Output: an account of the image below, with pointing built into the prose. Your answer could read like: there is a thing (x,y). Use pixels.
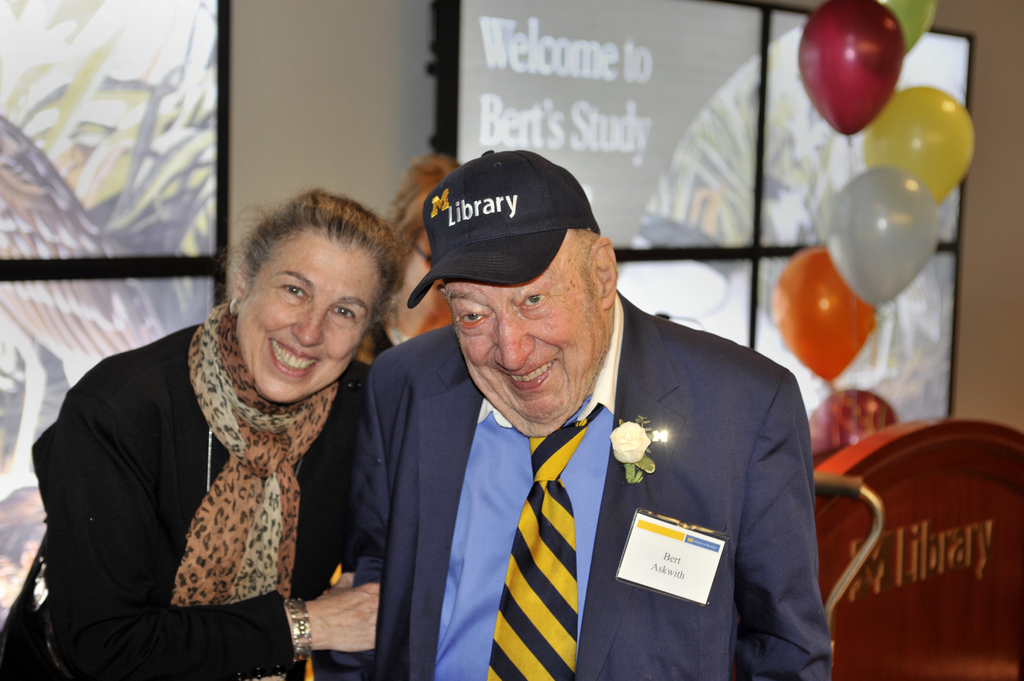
In this picture we can see two people (347,542) and they are smiling and in the background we can see the wall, windows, balloons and an object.
